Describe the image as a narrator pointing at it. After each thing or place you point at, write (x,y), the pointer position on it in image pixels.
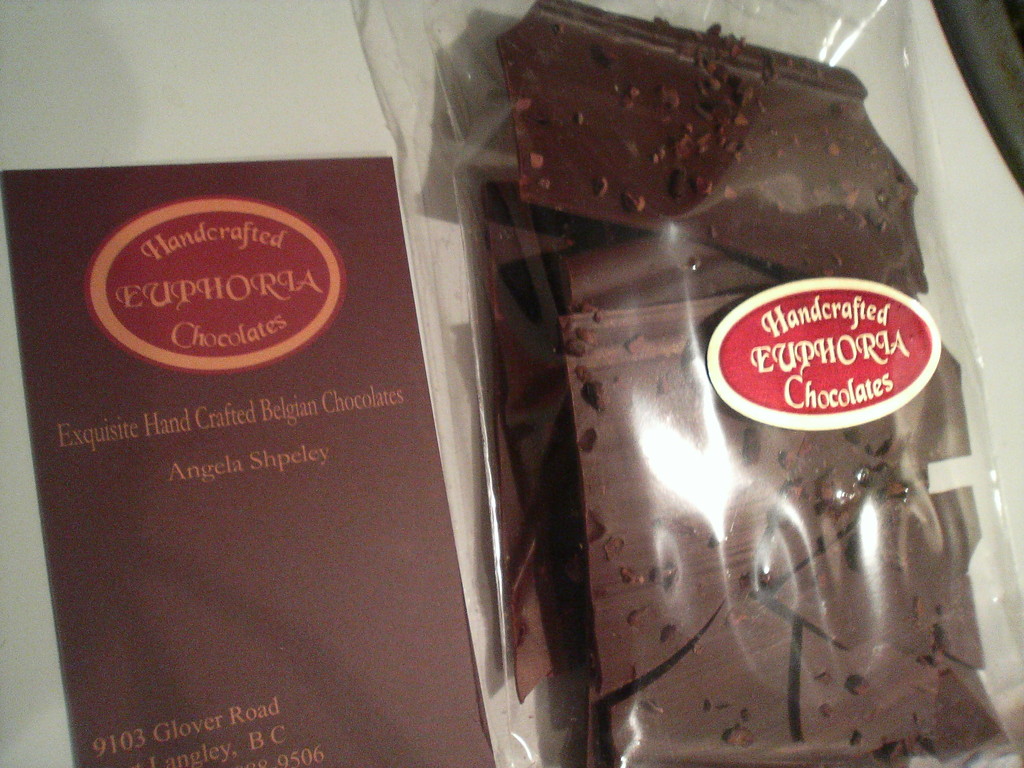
In this picture we can see a paper (255,396) and few chocolates (742,453) in the cover (643,434), we can find a sticker (907,321) on the cover (766,504).
